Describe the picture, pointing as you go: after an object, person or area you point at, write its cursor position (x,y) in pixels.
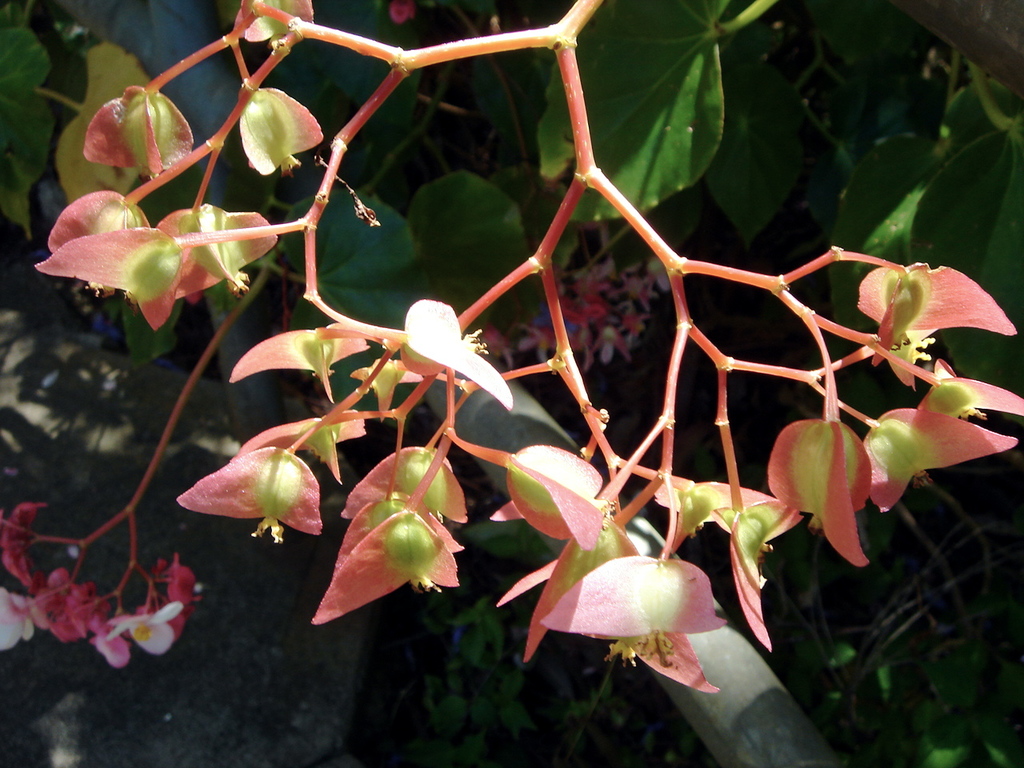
In this image I can see a plant (583,160) along with the flowers (114,210). At the bottom (729,683) there is a metal rod (729,692). In the bottom left (200,697), I can see the ground (164,714).
